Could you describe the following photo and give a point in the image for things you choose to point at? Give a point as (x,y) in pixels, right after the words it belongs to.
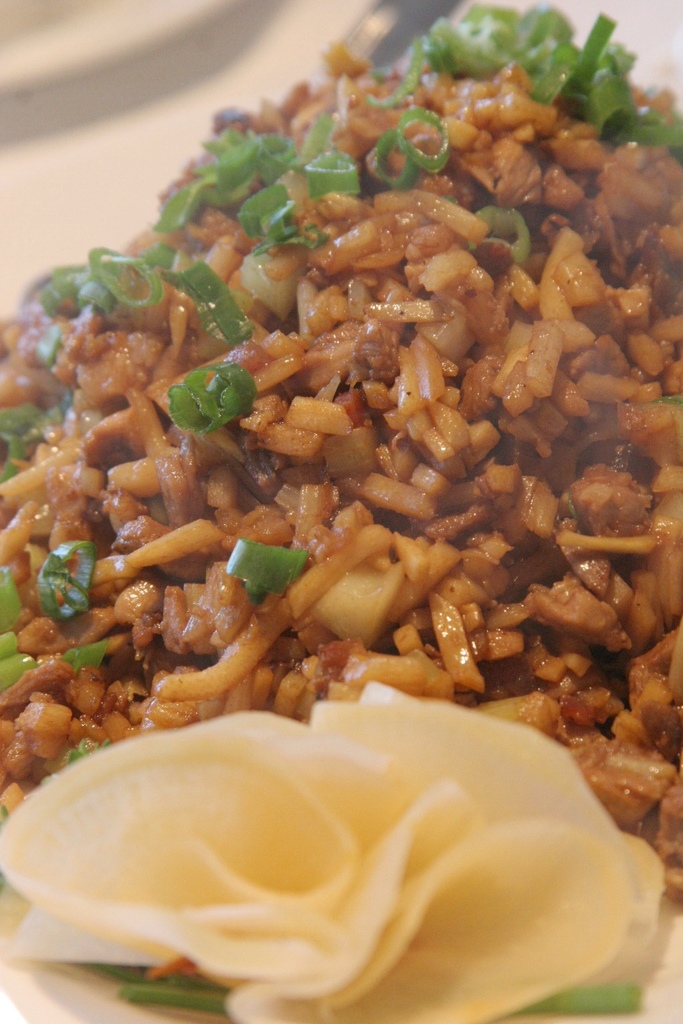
In this image we can see a food item (547,534). In the background of the image (70,57) there is a blur background.
